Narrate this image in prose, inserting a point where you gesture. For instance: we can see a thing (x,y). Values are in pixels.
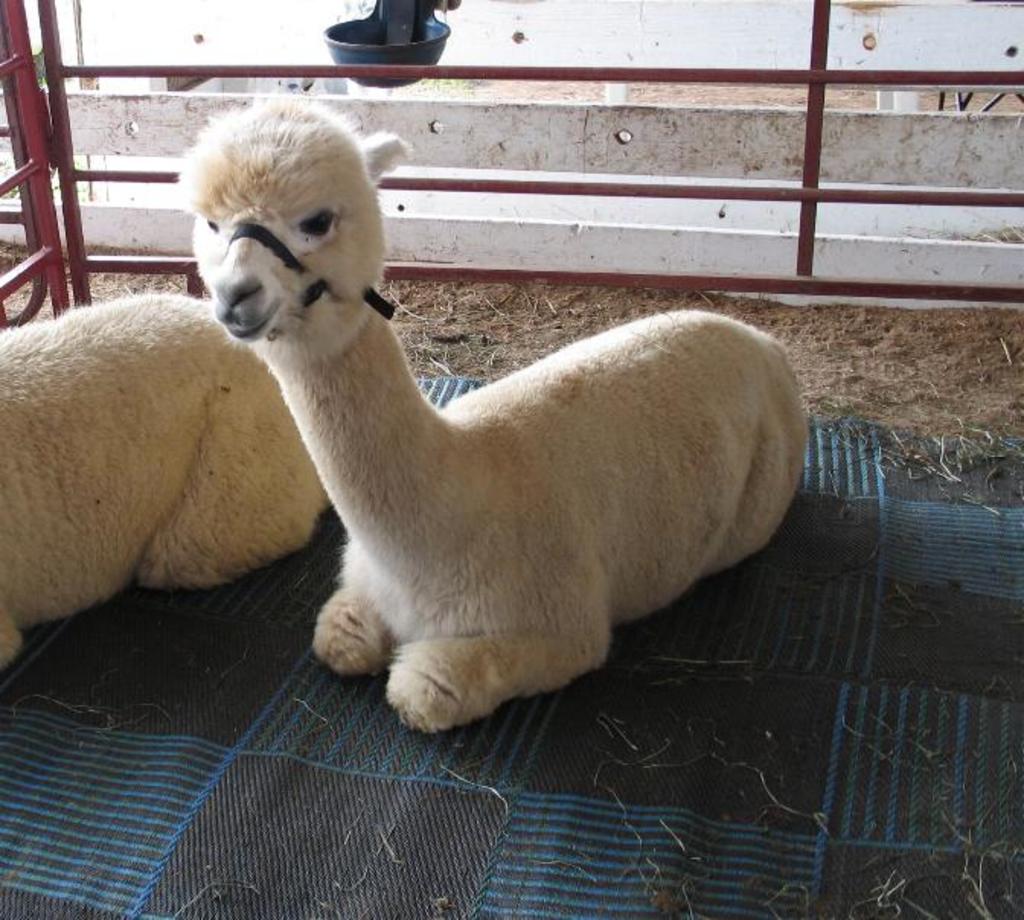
In this picture there are animals (168,538) on cloth (431,782) and we can see fence (287,75) and bowl (379,79).
